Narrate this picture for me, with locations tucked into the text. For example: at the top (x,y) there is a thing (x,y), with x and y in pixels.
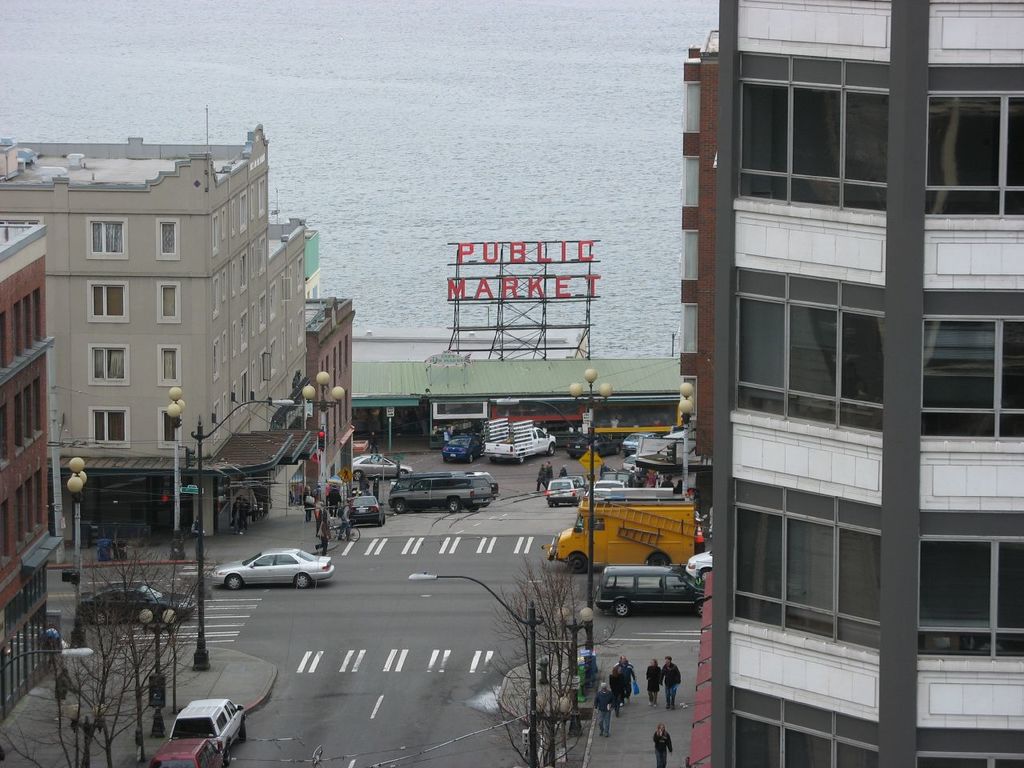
In this image we can see a group of buildings (767,513) with windows (754,515), a group of vehicles (678,599) parked on the road (258,591), we can also see some ladders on a vehicle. In the foreground of the image (646,696) we can see a group of people (612,695) standing on the ground (640,681), groups of trees (559,659) and some light poles (572,651). In the center of the image (516,280) we can see a signboard (506,291) with some text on metal frames (538,260). At the top of the image (394,131) we can see water (454,81).
